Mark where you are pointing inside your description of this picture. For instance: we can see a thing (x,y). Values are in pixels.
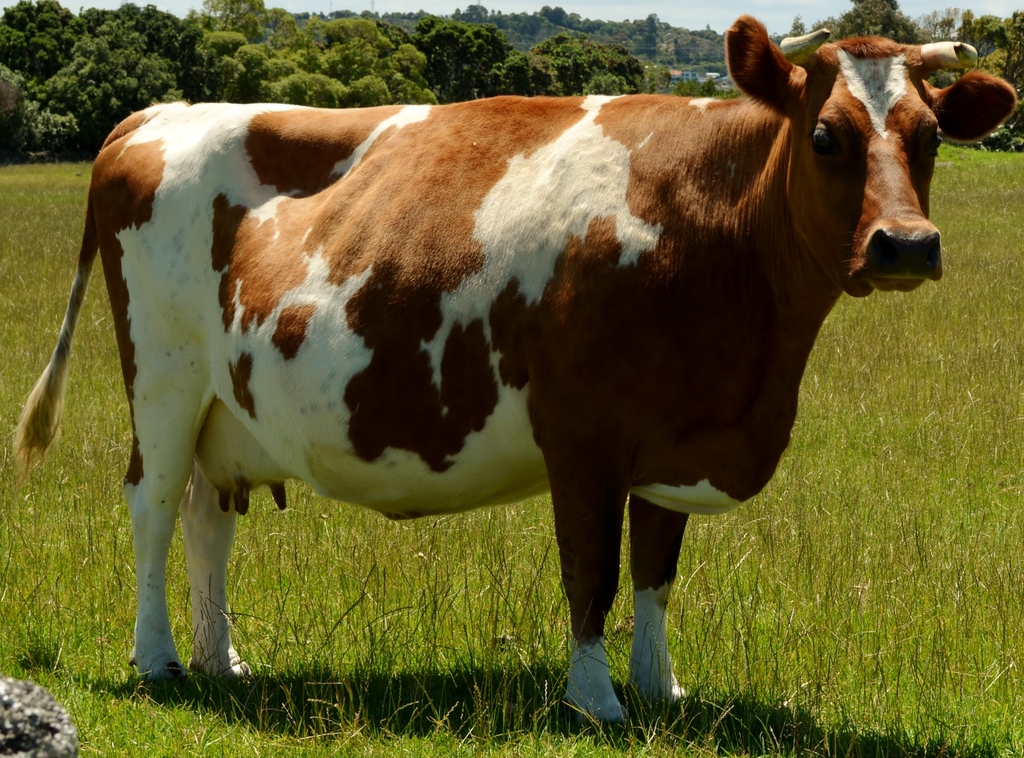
In this picture there is a cow (316,333) standing on the grass (496,597). At the back (530,66) there are trees (663,58). At the top (764,6) there is sky (682,4). At the bottom (473,660) there is grass (501,650).
